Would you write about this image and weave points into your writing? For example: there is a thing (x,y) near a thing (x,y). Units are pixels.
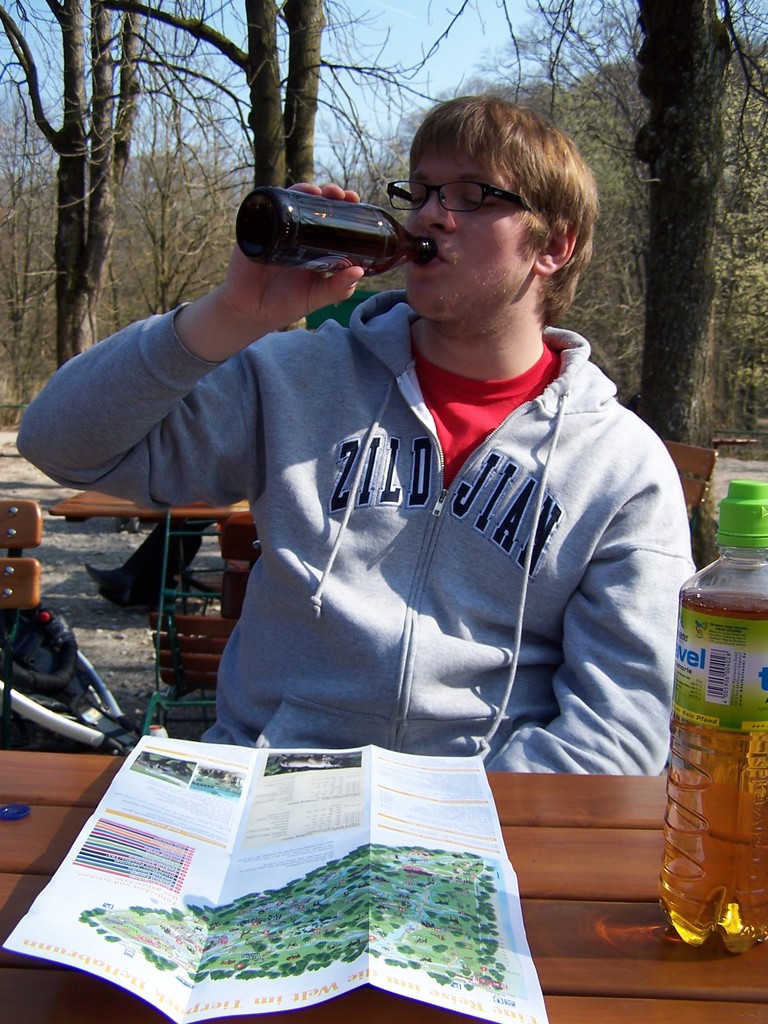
On the background (224,108) we can see sky (411,97) and bare trees (711,174). Here we can see a man (421,235) sitting and drinking in front of a table (124,1000) and on the table (654,844) we can see a bottle (734,614) and a paper (200,878). Behind to this man (185,496) we can see few chairs (229,514) and tables (245,506).
